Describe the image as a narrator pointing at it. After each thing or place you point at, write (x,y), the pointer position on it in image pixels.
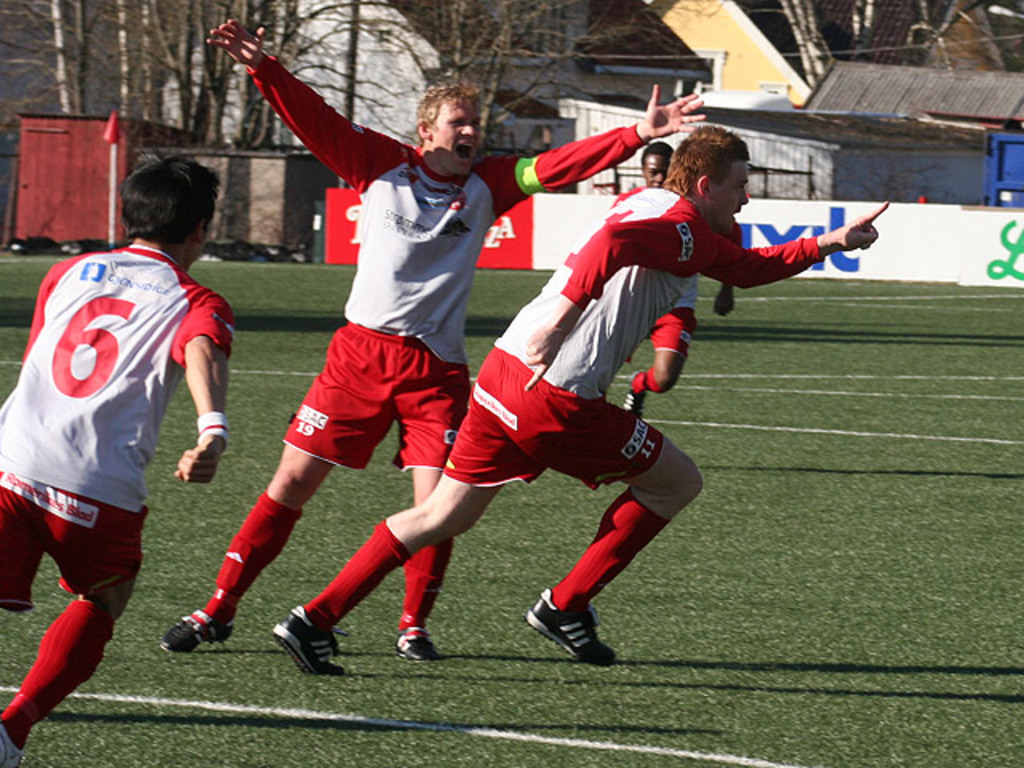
In the foreground of this image (705,209), there are four men (450,401) running on the grass (621,601). In the background (345,259), there is a banner (545,199), few buildings (651,11) and trees (340,31).
